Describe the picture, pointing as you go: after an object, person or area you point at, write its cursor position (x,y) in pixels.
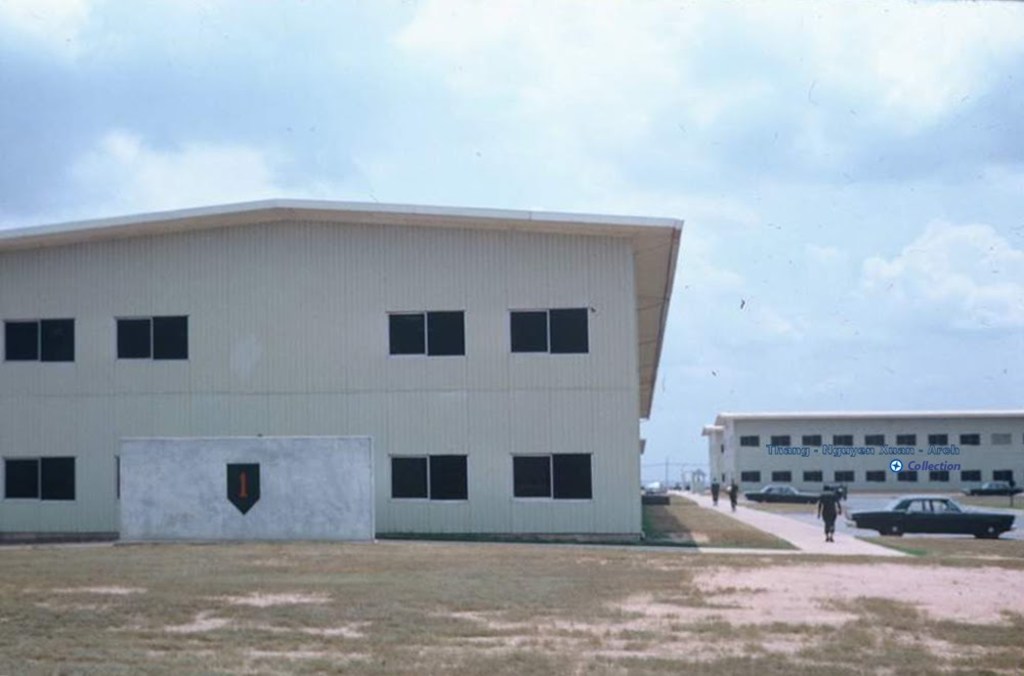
In this image there is the sky (600,113) towards the top of the image (600,113), there are clouds (468,83) in the sky (538,71), there is a building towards the left of the image (252,362), there is a building (857,441) towards the right of the image (854,452), there is text (910,454) towards the right of the image (872,450), there are three men (823,516) walking, there are cars (908,504) towards the right of the image (944,517), there are windows (179,328), there is a wall (272,484), there is a number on the wall (287,507), there is ground (618,622) towards the bottom of the image (618,622), there is grass (562,607) on the ground (750,587).
